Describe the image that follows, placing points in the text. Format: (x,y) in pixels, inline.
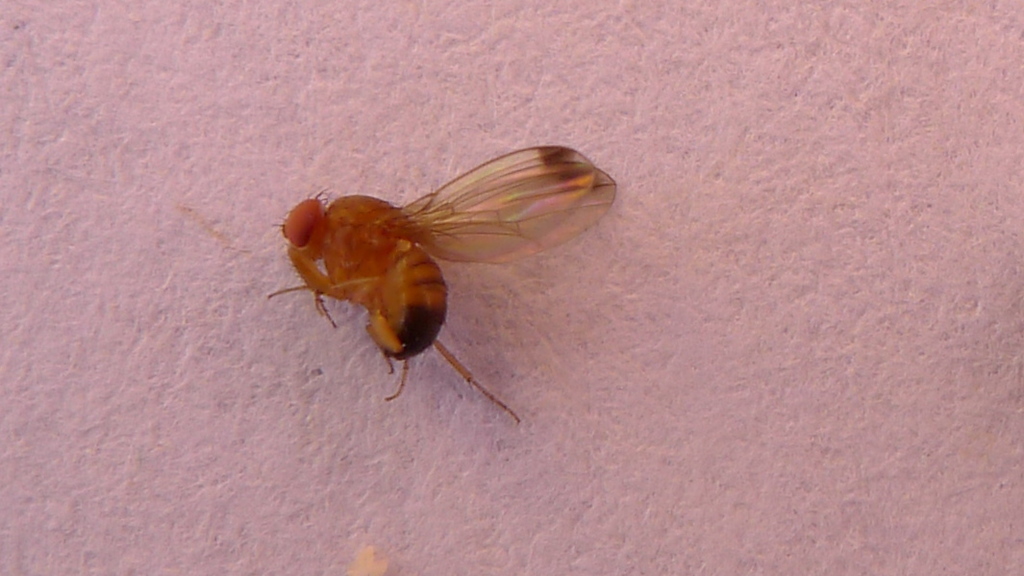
In this image I can see an insect (417,281) and the insect (433,290) is in brown and black color and I can see the pink color background (791,279).
